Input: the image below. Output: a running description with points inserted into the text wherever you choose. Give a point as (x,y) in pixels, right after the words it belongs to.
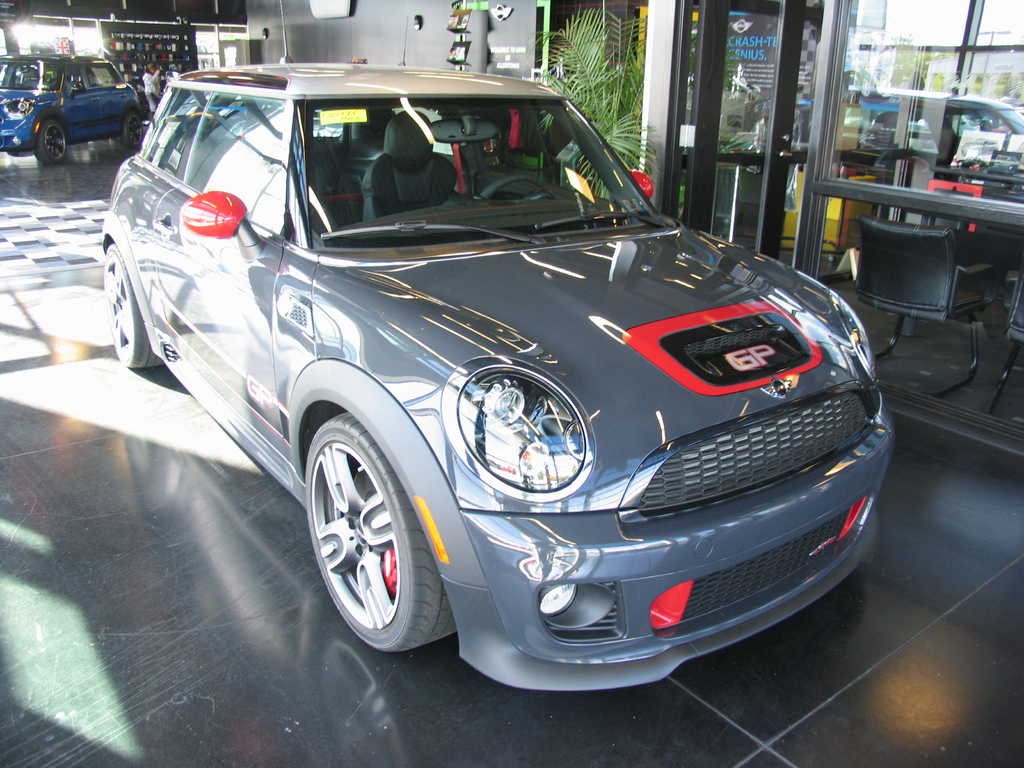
In this image I can see two cars (163,214) on the floor (114,173), on the right hand side (881,189) I can see a glass construction (894,107) see through and I can see a chair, a plant (625,53), and other objects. At the top of the image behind the car (177,88) I can see a person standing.
